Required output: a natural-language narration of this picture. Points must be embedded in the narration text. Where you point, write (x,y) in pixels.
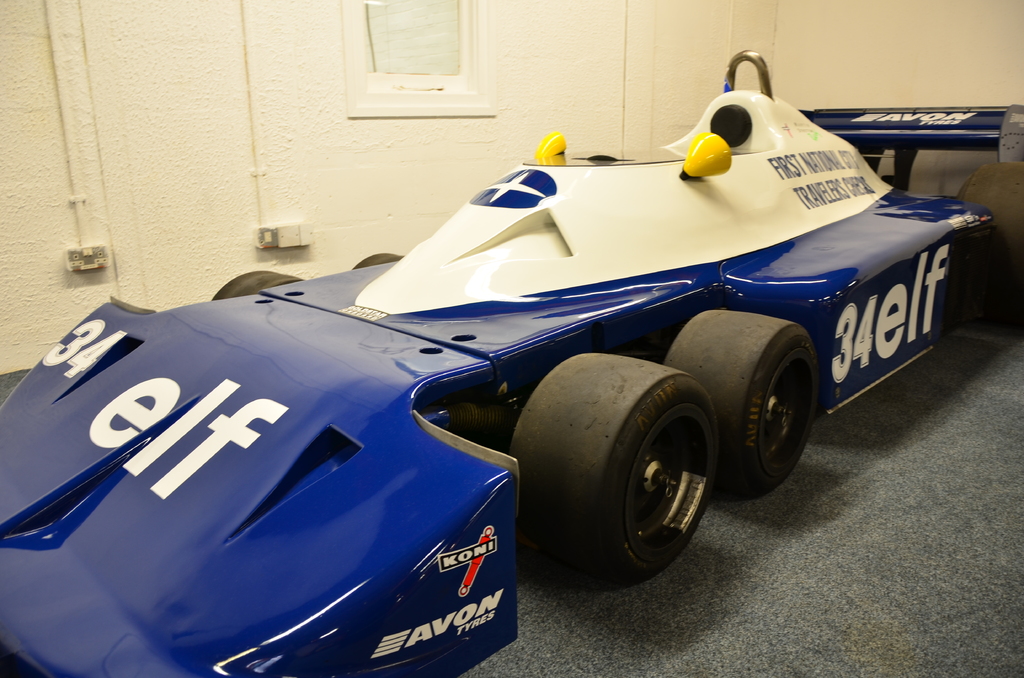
In this picture we can see a sports car (485,421) on the floor (711,558). Behind the sports car (431,339) there is a wall (462,162) with pipes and an object (413,53).
